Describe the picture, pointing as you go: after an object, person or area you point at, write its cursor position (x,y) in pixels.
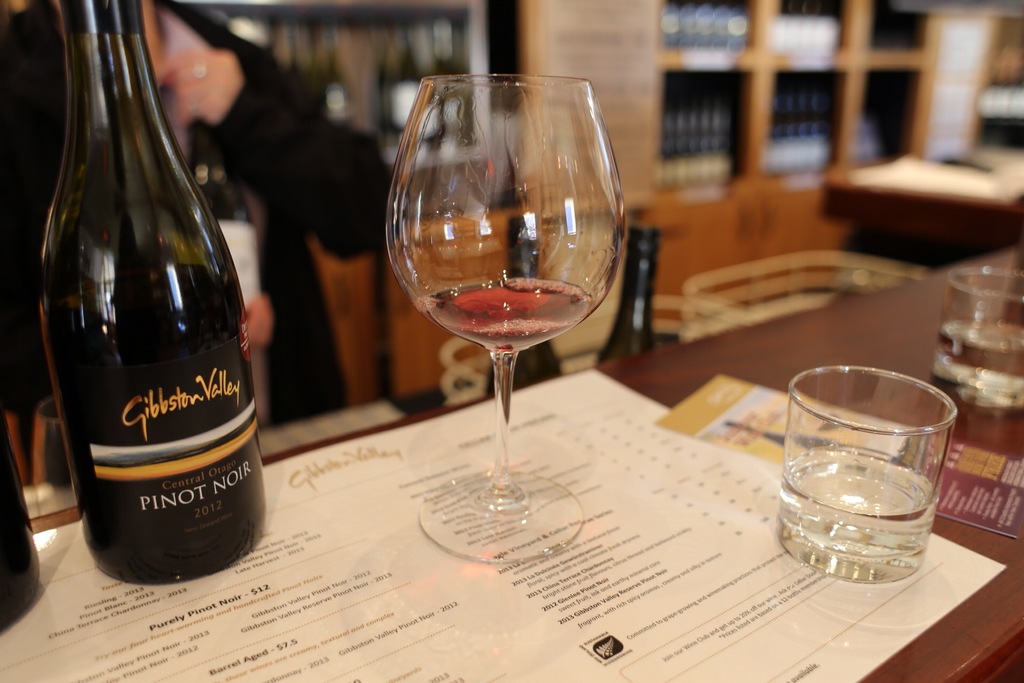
It's a wine glass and a wine bottle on the table (790,578).
